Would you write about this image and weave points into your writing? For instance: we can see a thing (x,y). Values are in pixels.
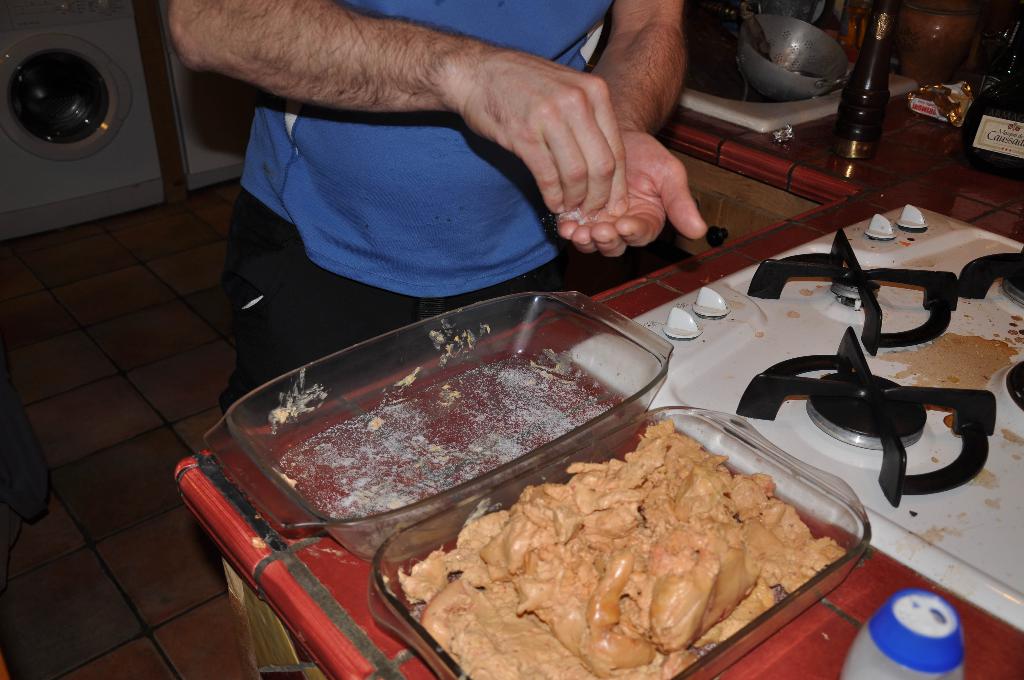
In this picture we can see some food items (554,546) in the tray (537,572) and the trays (355,426) are on the kitchen cabinet (830,651). On the right side of the trays (559,440) there is the stove (673,393), a bowl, bottle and some objects (887,54). Behind the trays (477,376) there is a person (448,299) in the blue t shirt (424,179) is standing on the floor (121,460). Behind the person (338,140), it looks like a washing machine (66,113).
